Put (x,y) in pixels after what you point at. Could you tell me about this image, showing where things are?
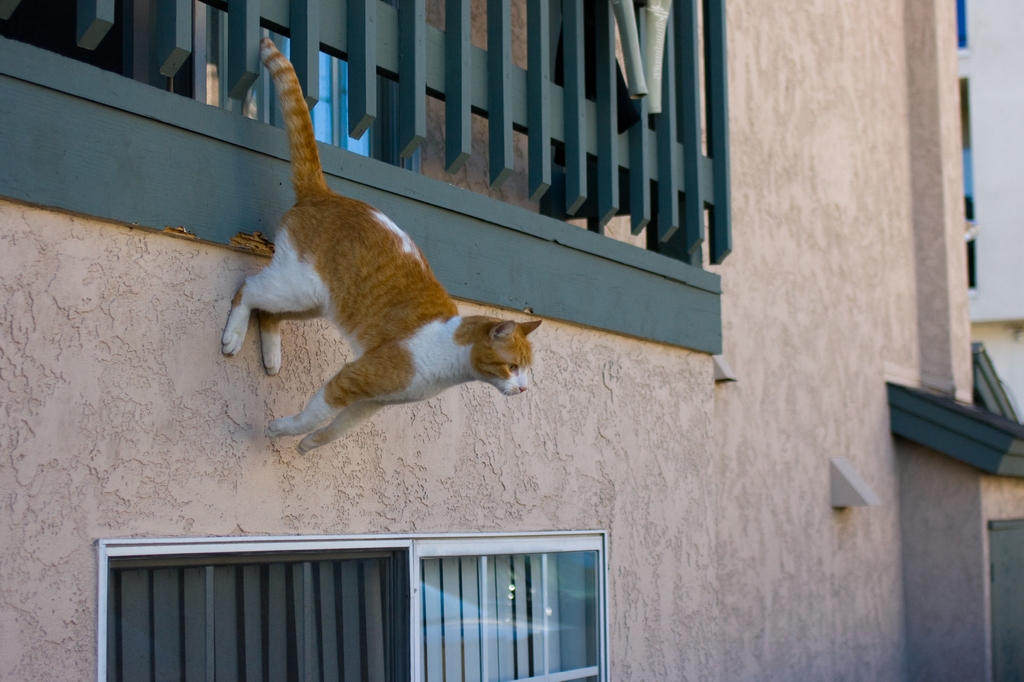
In this image I can see a brown and white colour cat (327,313) on the building's wall (390,520). I can also see windows (191,564) on the bottom side of the image (526,591).
